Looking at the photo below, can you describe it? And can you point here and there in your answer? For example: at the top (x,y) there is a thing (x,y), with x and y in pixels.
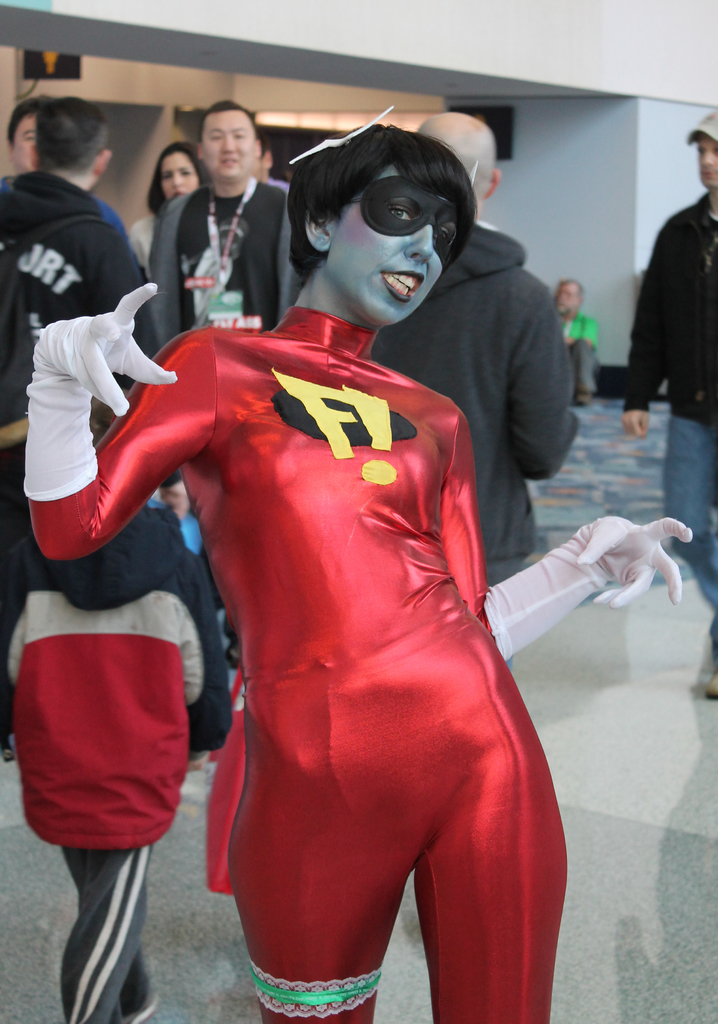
In this image we can see a woman (334,291) wore a fancy dress (463,493) and standing on the floor (635,917). In the background (115,687) there are few persons (254,215) and a person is sitting on the floor (619,504) at the wall (621,357) and there are boards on the wall (62,86) and we can see the lights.
